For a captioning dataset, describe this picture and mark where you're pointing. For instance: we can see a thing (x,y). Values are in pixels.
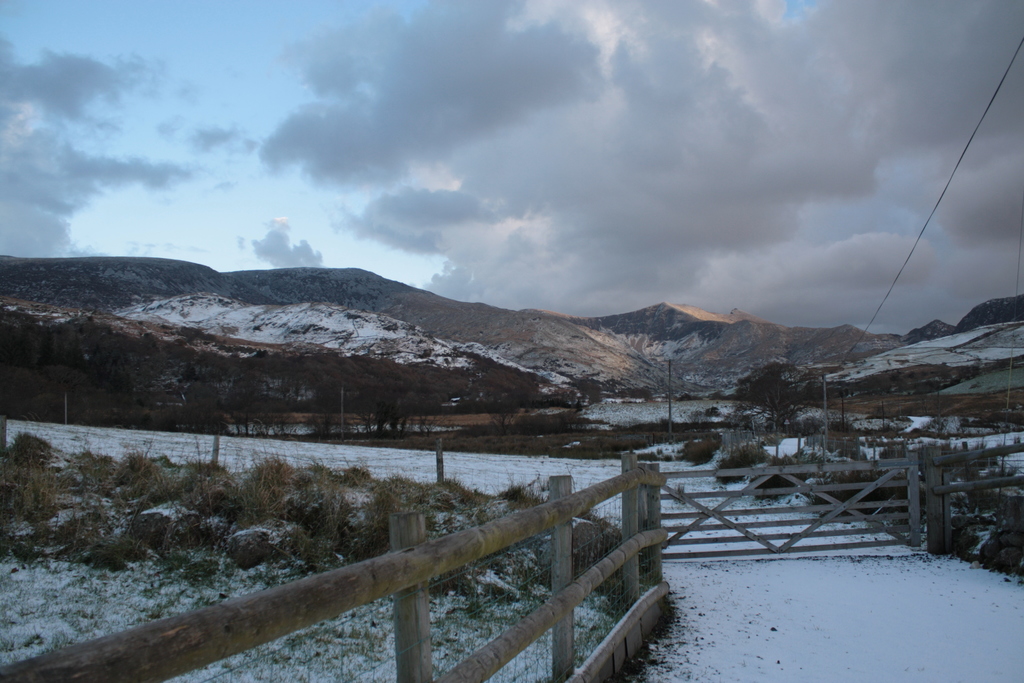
In this picture we can see mountains (680,329), snow (611,467) and trees (330,418). On the bottom right (934,522) there is a wooden fencing (597,576) and gate (749,538). On the left (329,539) we can see stones (158,519) and grass (28,460). On the top (497,200) we can see sky (459,139) and clouds (462,56). Here we can see some electric poles (826,396) and wires (937,206) are connected to it.
